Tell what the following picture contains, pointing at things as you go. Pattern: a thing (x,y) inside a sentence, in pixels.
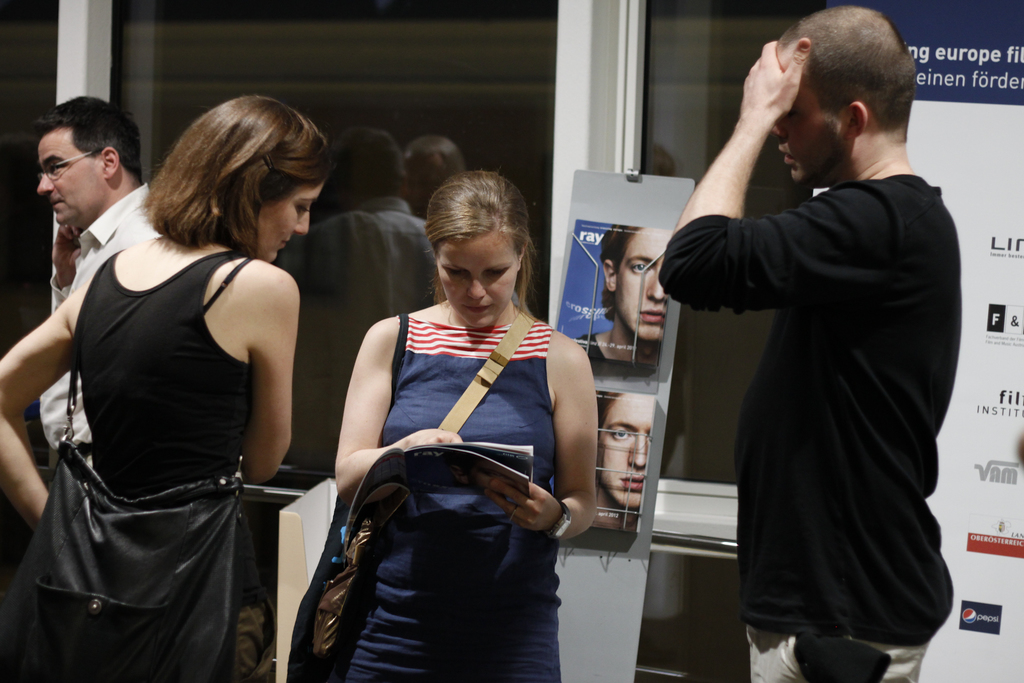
In the foreground of the picture (434,327) there are two women (444,376) and a man (799,290) standing. In the center of the picture (490,413) there is a woman (501,494) holding a magazine (478,449). In the background (636,327) there are magazines (625,323), stand (625,369), banner (999,144) and windows (534,101). On the left (83,208) there is a person (93,195) standing near the window (57,77).
